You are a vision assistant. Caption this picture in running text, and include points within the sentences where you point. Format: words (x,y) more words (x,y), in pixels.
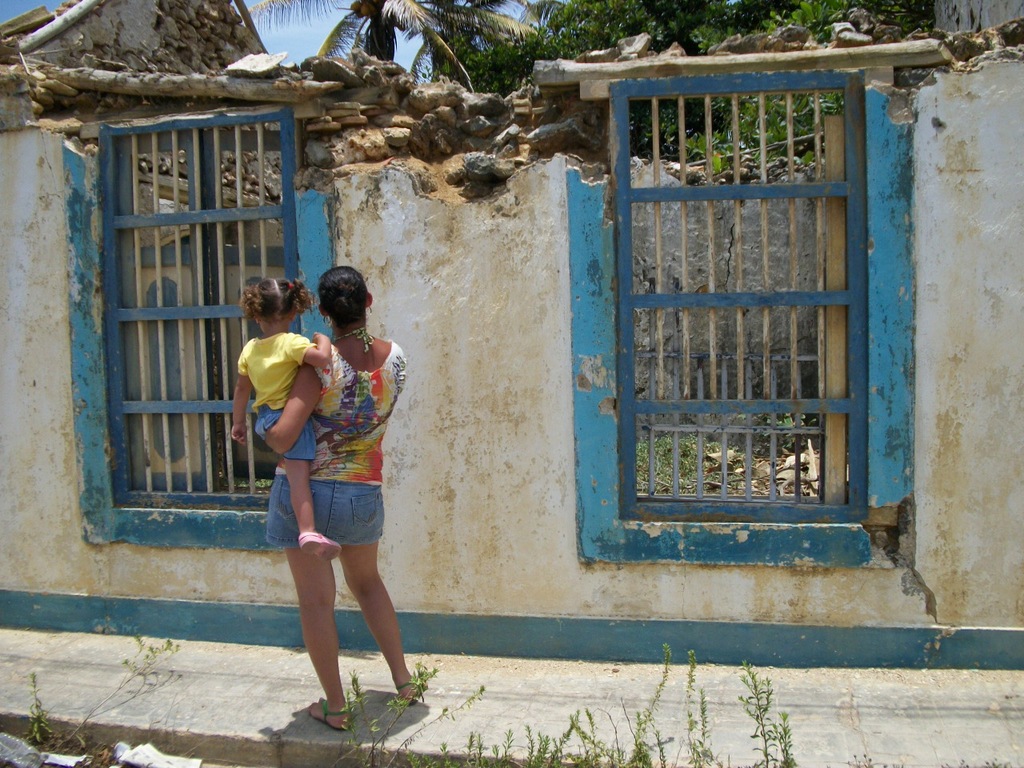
In this image we can see a woman (372,424) is standing, and holding a baby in the hands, here is the wall (487,210), here is the window (714,194), here are the rocks (423,111), here are the trees (420,50), at above here is the sky (347,52).
